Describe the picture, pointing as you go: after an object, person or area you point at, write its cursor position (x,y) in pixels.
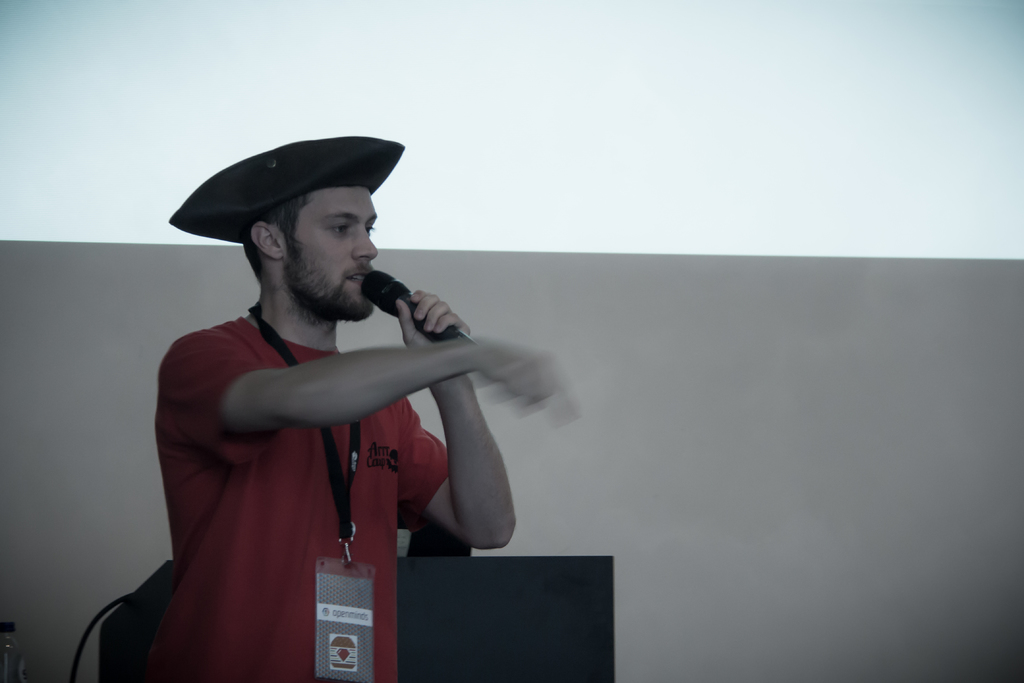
In this picture There is a person (260,425) standing hold a microphone (391,282). He wear cap (336,177). This is podium (515,612).
